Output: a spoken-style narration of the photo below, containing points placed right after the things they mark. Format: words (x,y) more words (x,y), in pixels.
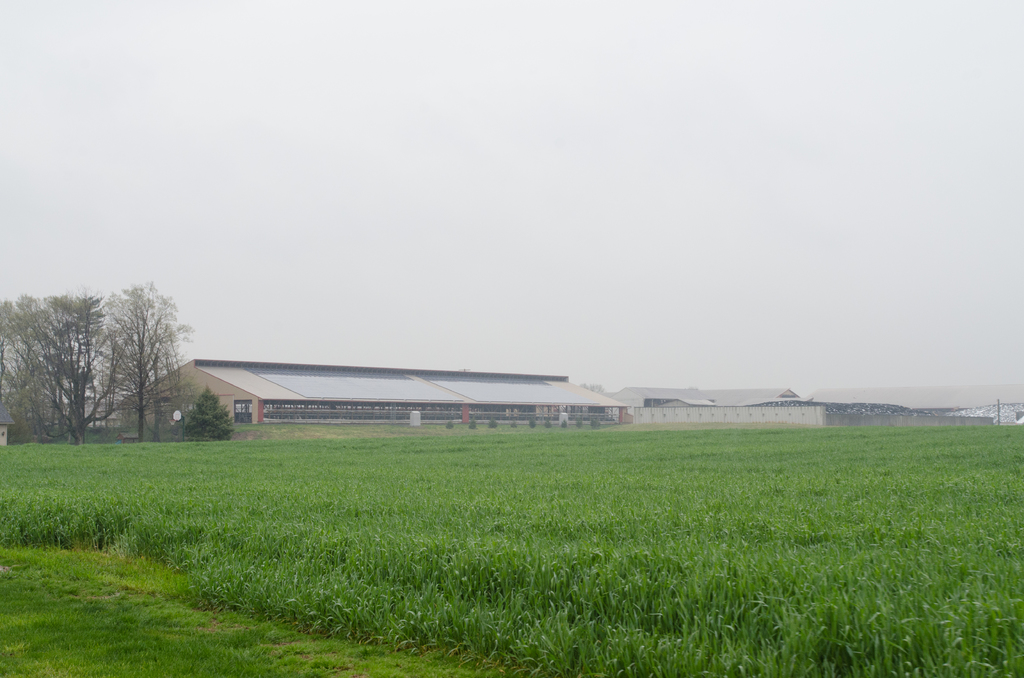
In this image at the bottom (378,558) there are some plants (394,587) and grass (130,598) and in the background (565,409) there are some houses (379,377) and trees (136,363), at the top of the image (491,166) there is sky (516,241).
